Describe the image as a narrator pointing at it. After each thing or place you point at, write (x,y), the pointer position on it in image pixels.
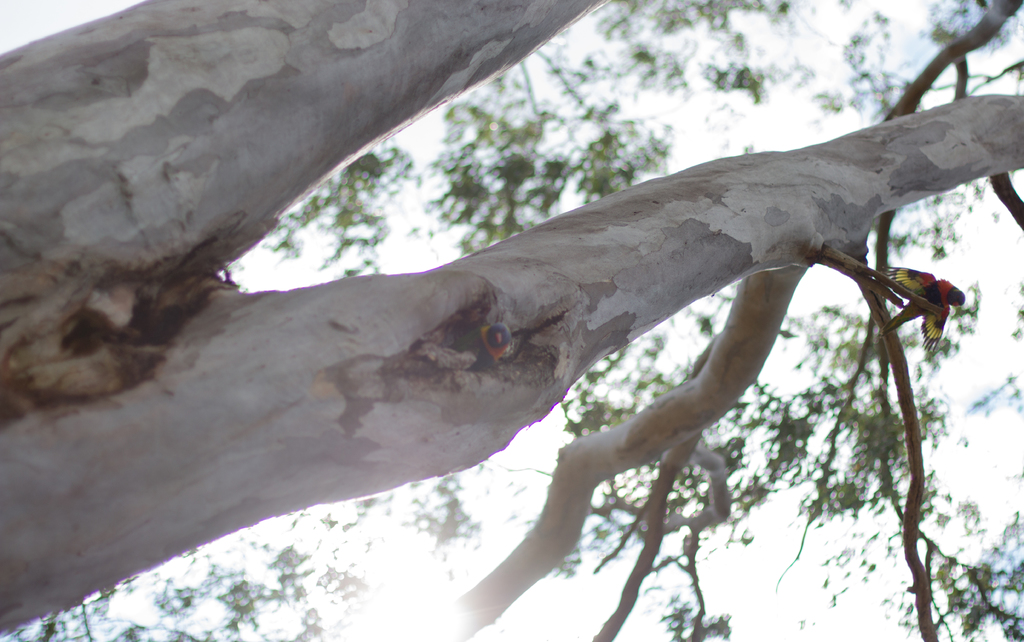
In the picture I can see a tree (426,386). I can see the trunk (174,168) of a tree (820,169) and there is a bird (926,344) on the branch (892,345) of a tree (886,259) on the right side (931,322).
